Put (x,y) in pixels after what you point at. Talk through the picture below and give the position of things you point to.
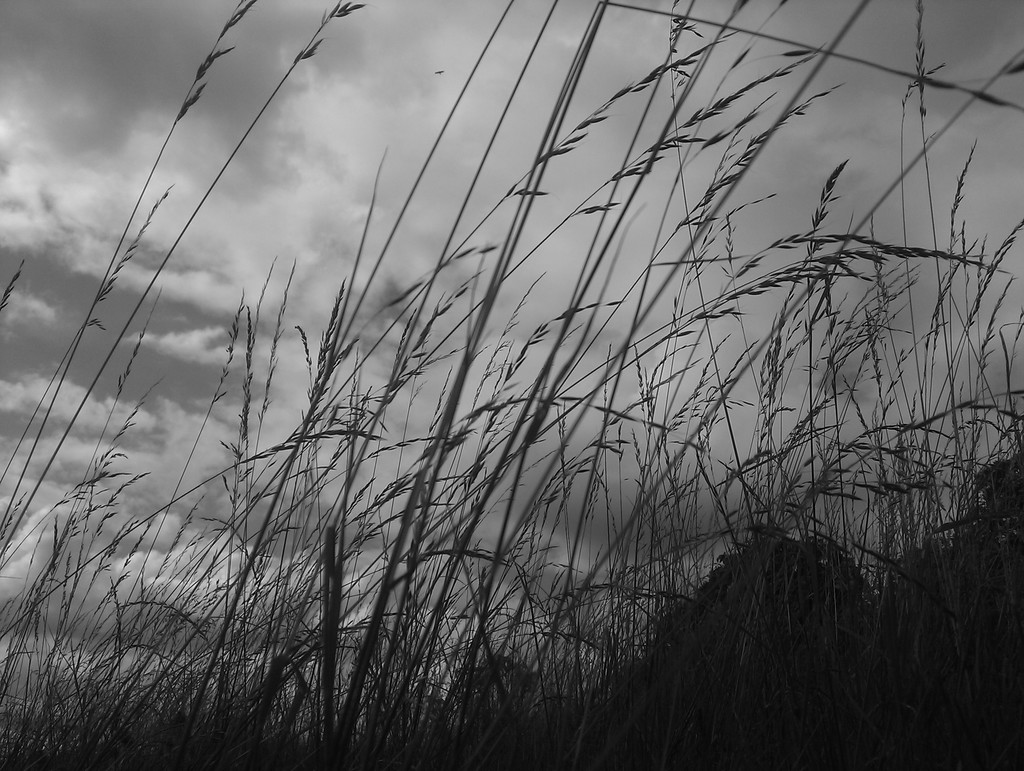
It is the black and white image in which we can see wheatgrass (410,506) in the middle (458,433). At the top (315,188) there is the sky (315,188).
